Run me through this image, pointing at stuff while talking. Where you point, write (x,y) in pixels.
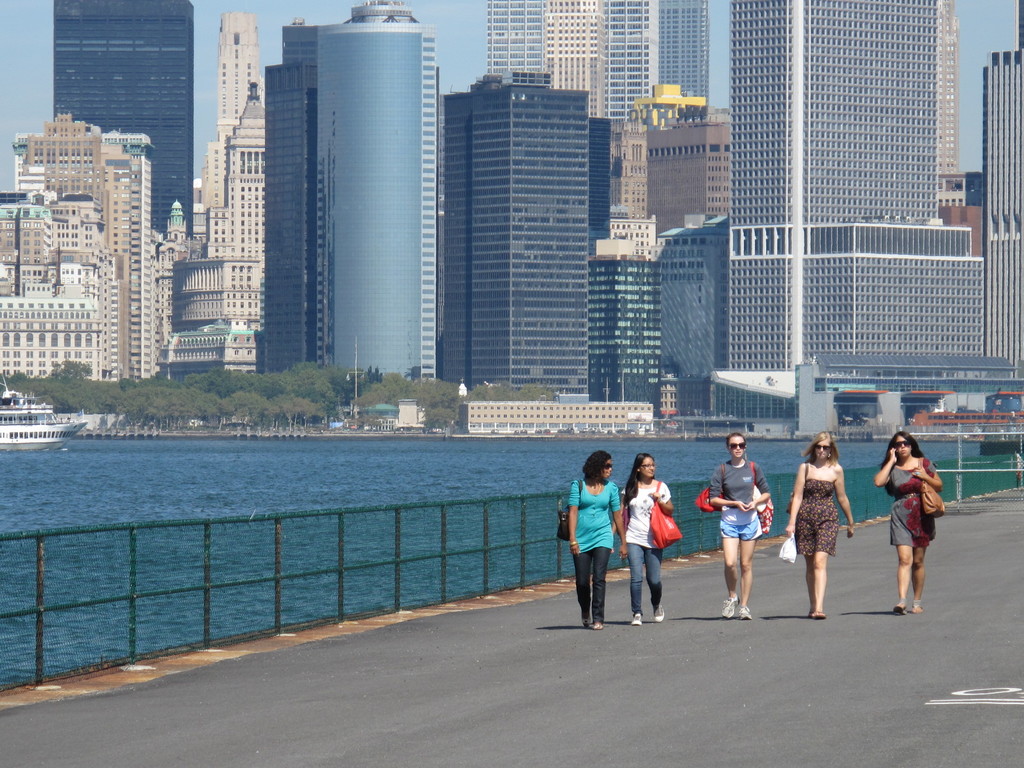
In the image there are few women (729,496) walking on the road (968,576), beside them there is a lake (396,490) with buildings (127,227) in the background (300,231) with trees (182,387) in front of it and above its sky (479,26).
